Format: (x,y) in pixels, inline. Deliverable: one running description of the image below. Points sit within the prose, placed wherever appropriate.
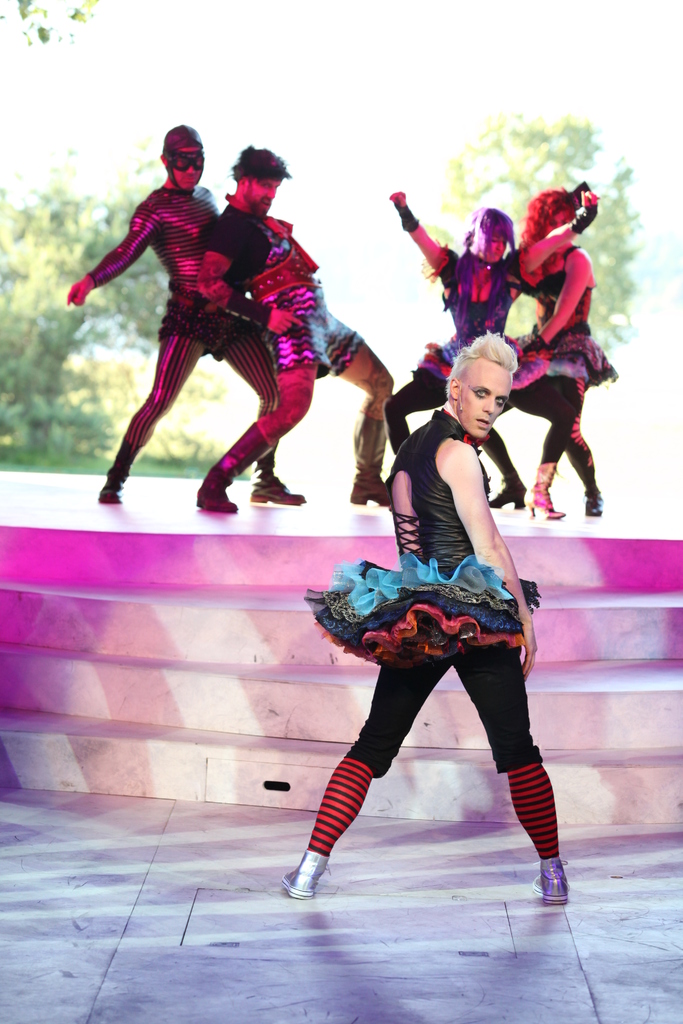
In this image we can see people (467,632) wearing costumes (521,735) and there are stairs (187,622). In the background (4,427) there are trees (483,183).
